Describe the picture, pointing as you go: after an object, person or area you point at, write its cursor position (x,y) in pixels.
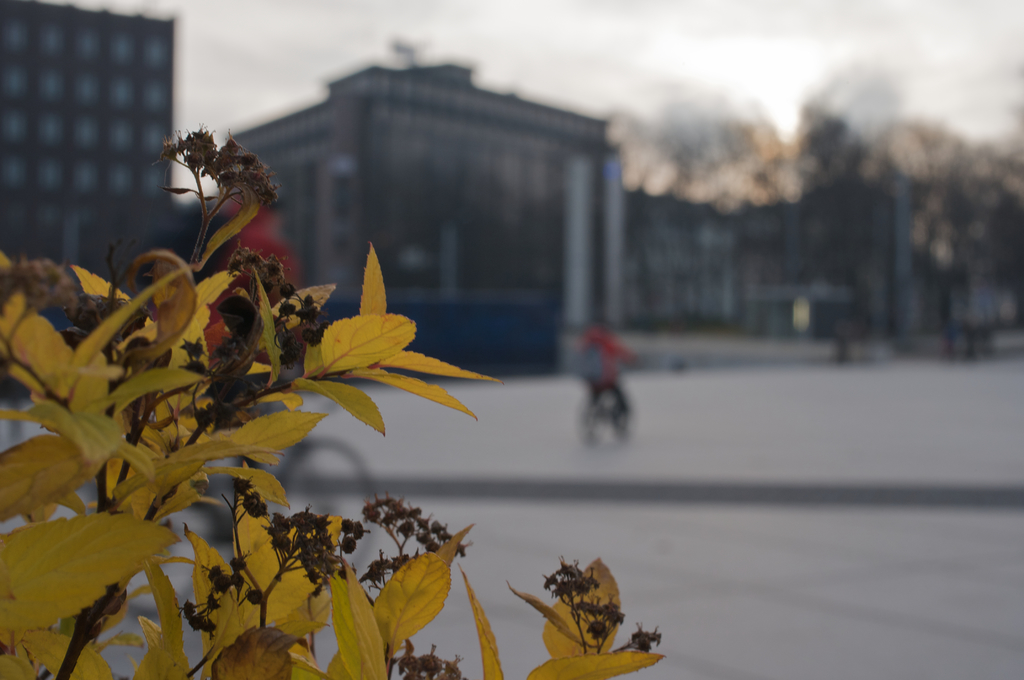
In this picture we can see a plant (211,368), in the background (158,140) we can find few buildings (528,146), trees (743,216) and a person (620,390) is riding bicycle (592,410).
